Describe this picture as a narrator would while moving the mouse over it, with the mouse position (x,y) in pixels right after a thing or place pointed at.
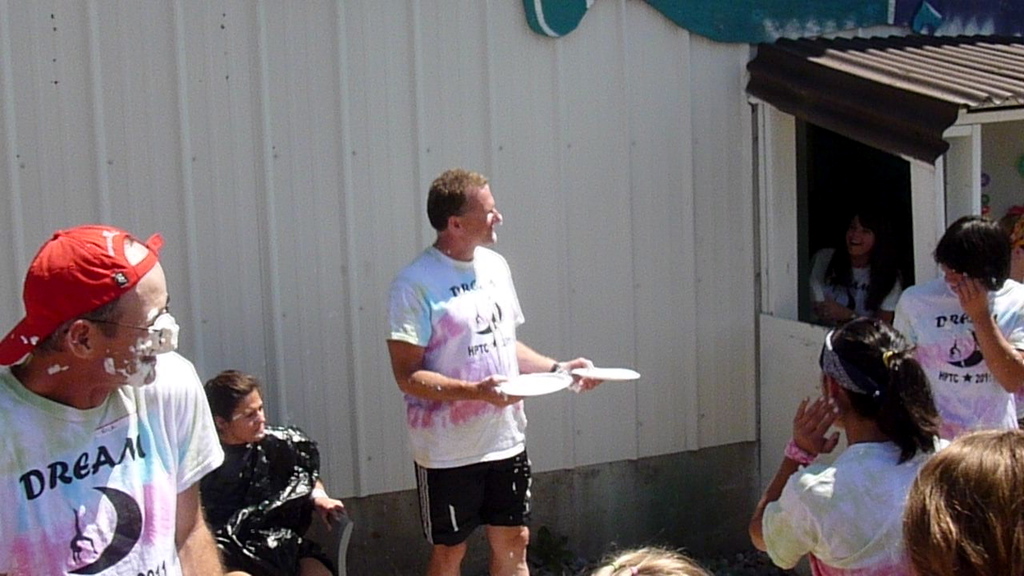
In this picture there is a person (487,412) standing and holding the plates (517,391) and there is a person (276,498) sitting and there are group of people (824,470) standing. On the right side of the image (877,235) there is a woman (864,221) standing behind the wall (712,261) and smiling. At the back (797,234) there is a building (788,165).
